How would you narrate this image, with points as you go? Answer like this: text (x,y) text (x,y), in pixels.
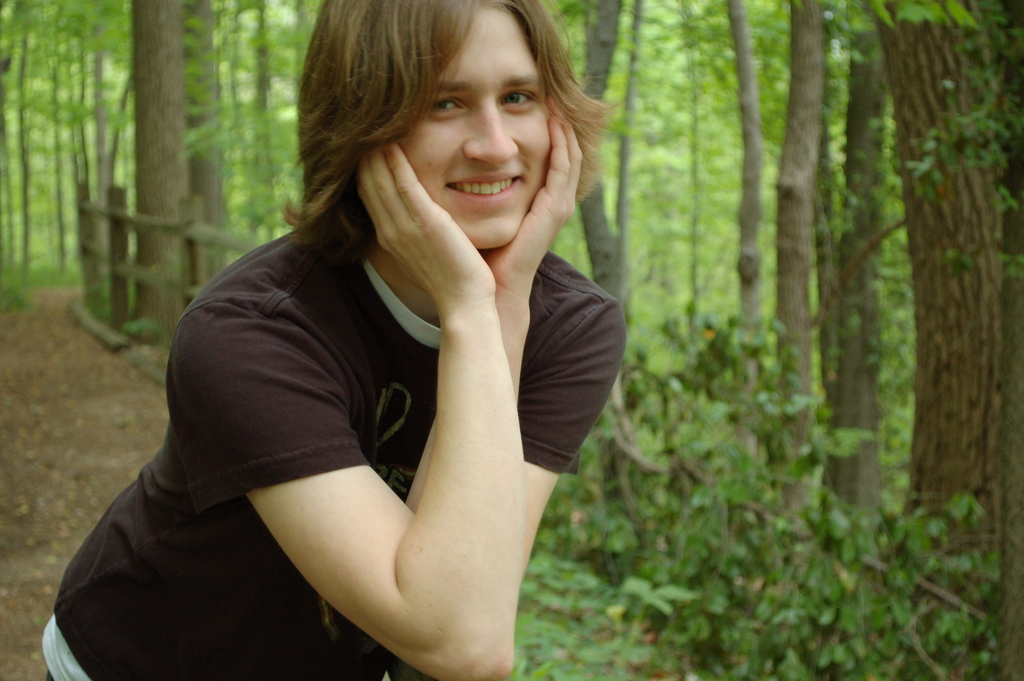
A person (348,128) is standing wearing a black t shirt (428,384). Behind him there are trees (64,114) and a fencing (152,268).
